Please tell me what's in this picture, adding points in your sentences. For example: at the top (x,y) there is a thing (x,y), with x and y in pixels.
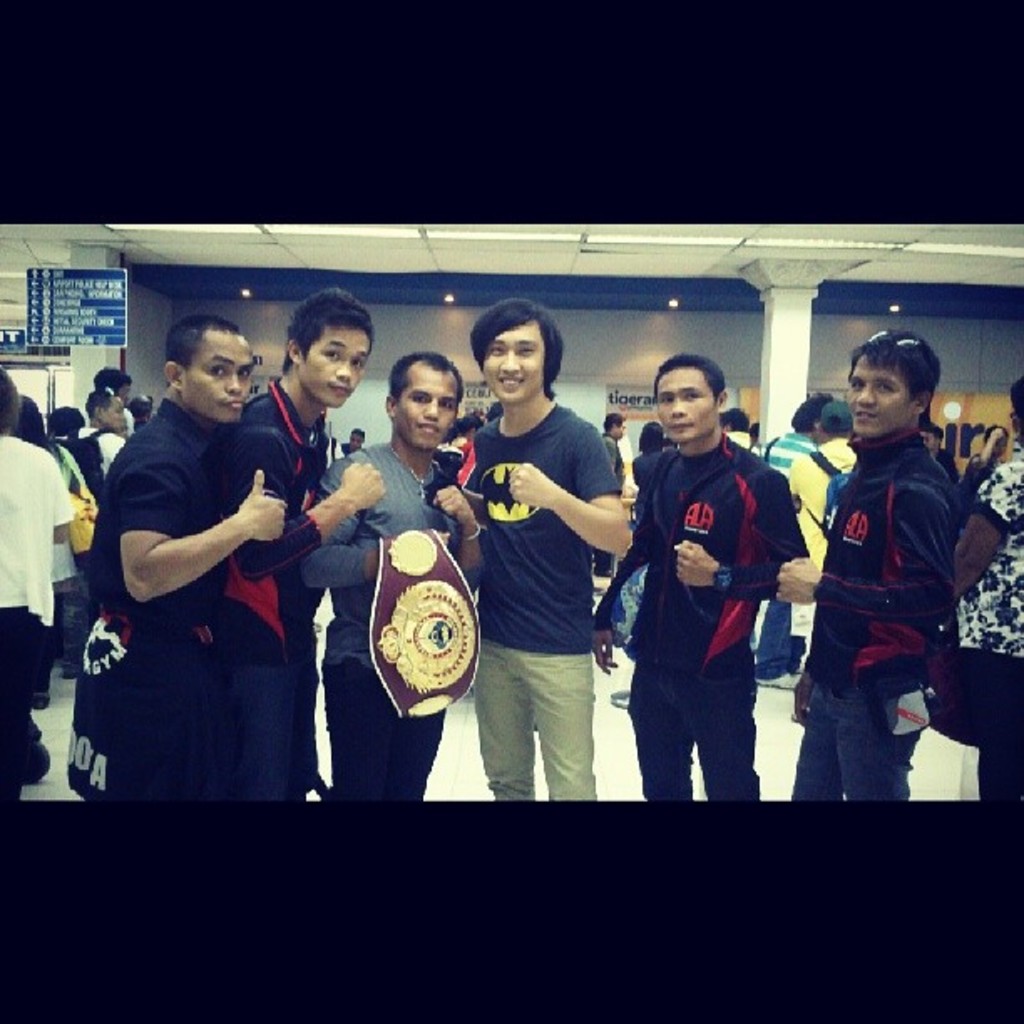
In this image, there are a few people (596,465). We can see the ground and the wall (575,339) with some posters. We can also see the roof (598,243) and some lights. We can also see some boards (82,320).
